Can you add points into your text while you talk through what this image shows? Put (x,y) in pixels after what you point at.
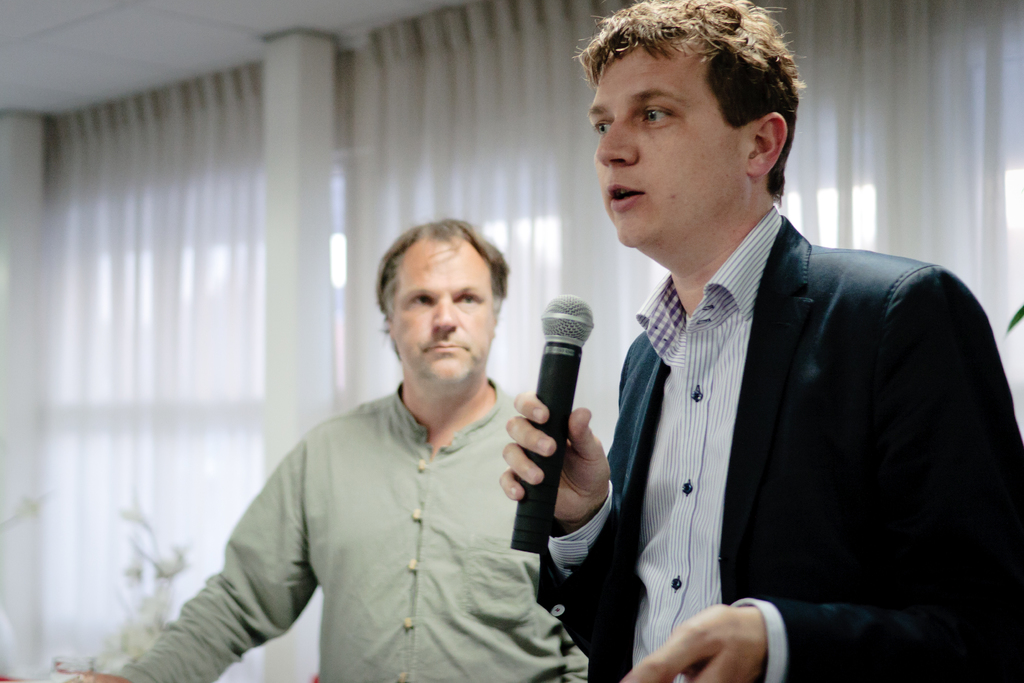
As we can see in the image there are white color curtains (172,236) and two people (765,335) standing over here. The man (716,373) on the right side (771,439) is holding mic (545,395) in his hand (568,468).
